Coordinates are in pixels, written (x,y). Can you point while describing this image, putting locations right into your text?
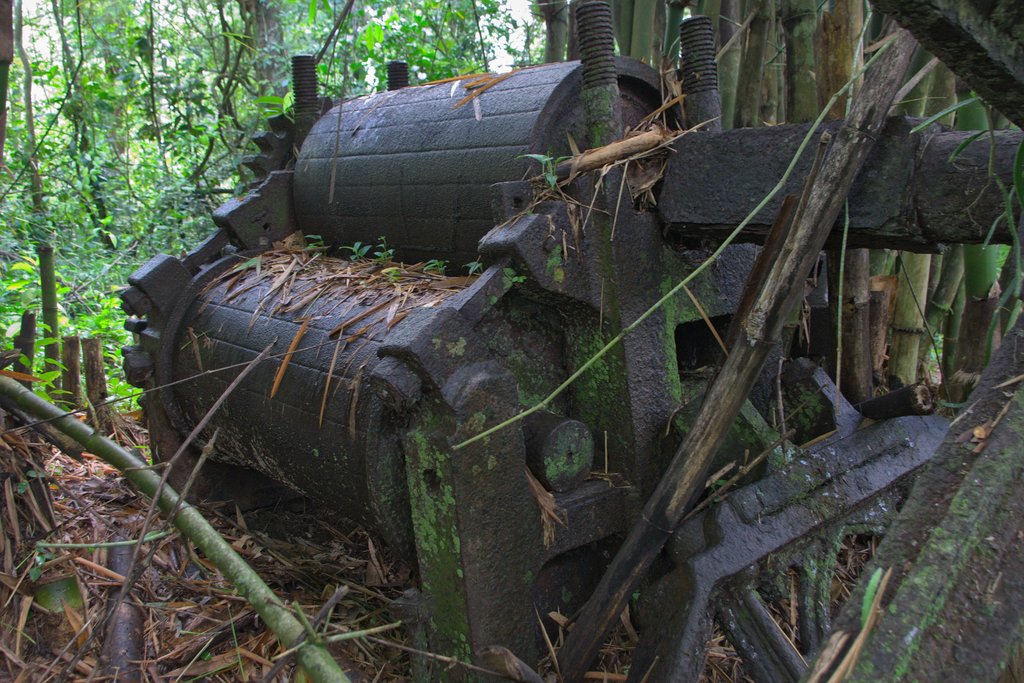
In this picture I can see a machine (552,552) and some trees (145,150).
